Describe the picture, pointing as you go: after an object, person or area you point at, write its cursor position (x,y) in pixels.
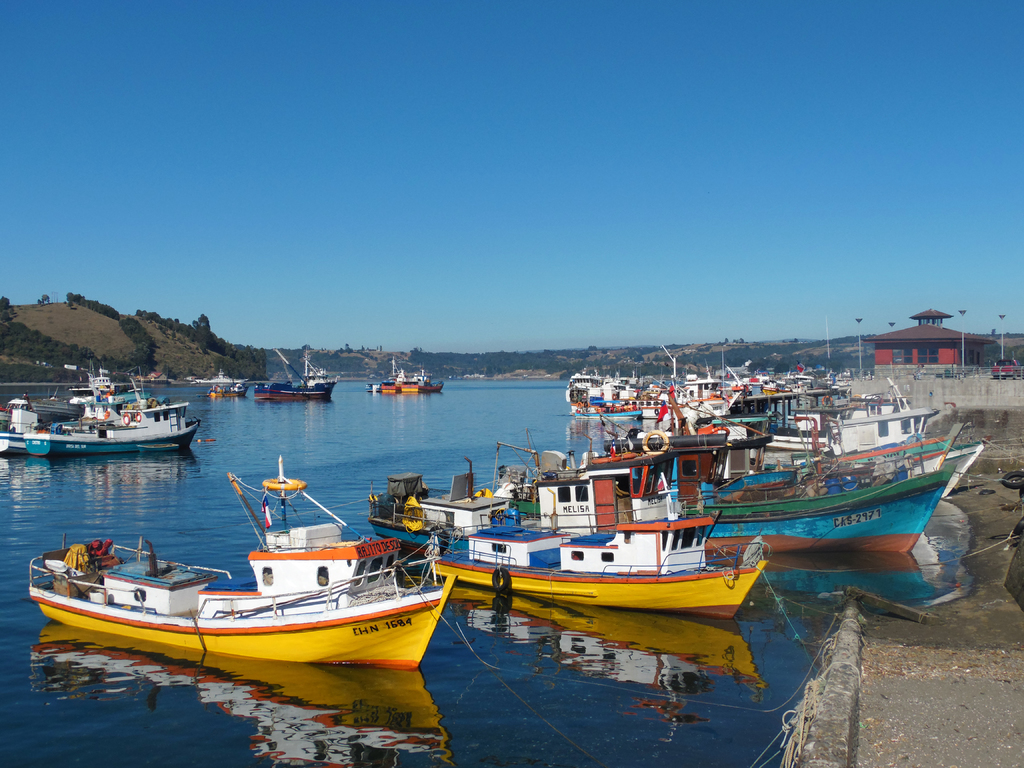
In this image there are boats (274,602) in the water (232,504). In the background of the image (330,363) there are trees (468,363), poles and sky (556,176). On the right side of the image (926,361) there is a building (917,352).
